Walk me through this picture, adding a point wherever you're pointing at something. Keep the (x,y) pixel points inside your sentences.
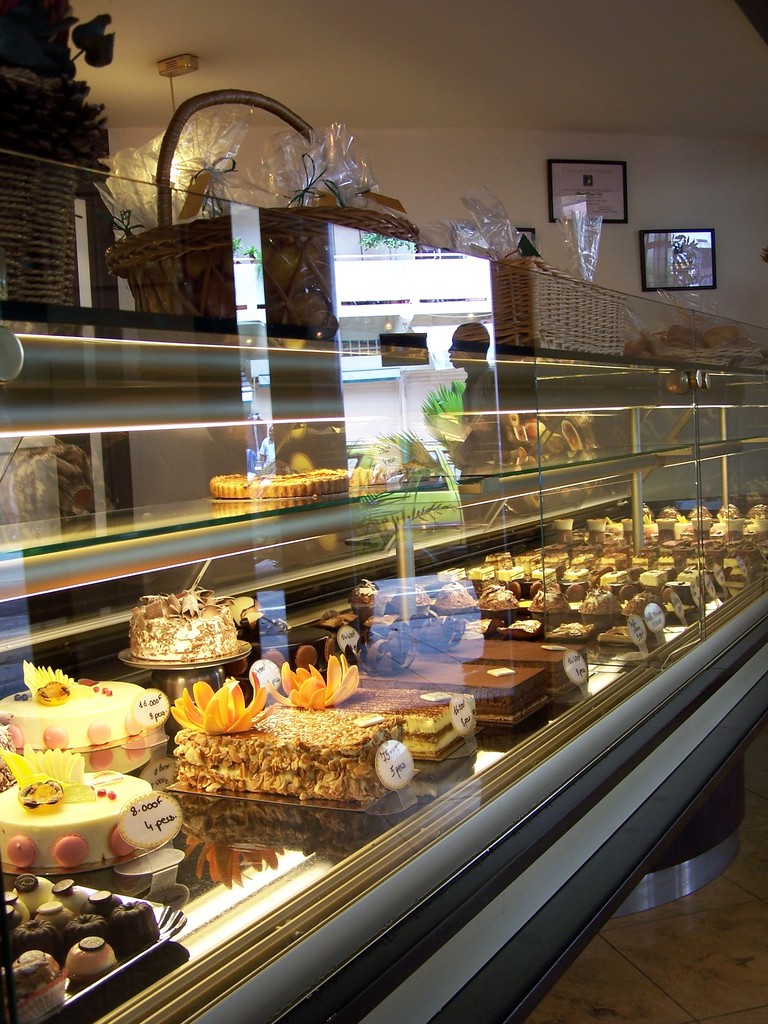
In this picture I can see food items (467,674) with price boards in a display refrigerator (418,660), there is a reflection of a person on the transparent glass (449,472) of a display refrigerator (544,494), and in the background (509,201) there are frames (561,191) attached to the wall (758,291) and there are some objects (735,358).
